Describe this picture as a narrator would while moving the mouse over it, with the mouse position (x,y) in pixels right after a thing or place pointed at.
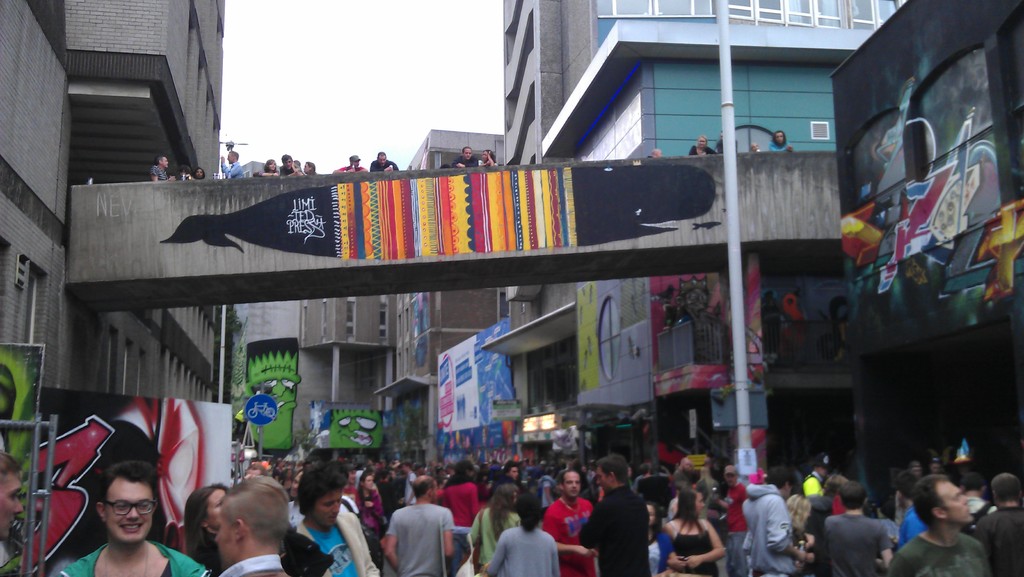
This image consists of many people (873,544). On the left (23,243) and right, there are buildings (67,313). And we can see the paintings (896,235) on the wall (694,281). At the top (437,192), it looks like a bridge (461,224). On which there are few persons (712,146). On the right (738,398), we can see a pole (742,424). At the top (322,72), there is sky (351,74).
